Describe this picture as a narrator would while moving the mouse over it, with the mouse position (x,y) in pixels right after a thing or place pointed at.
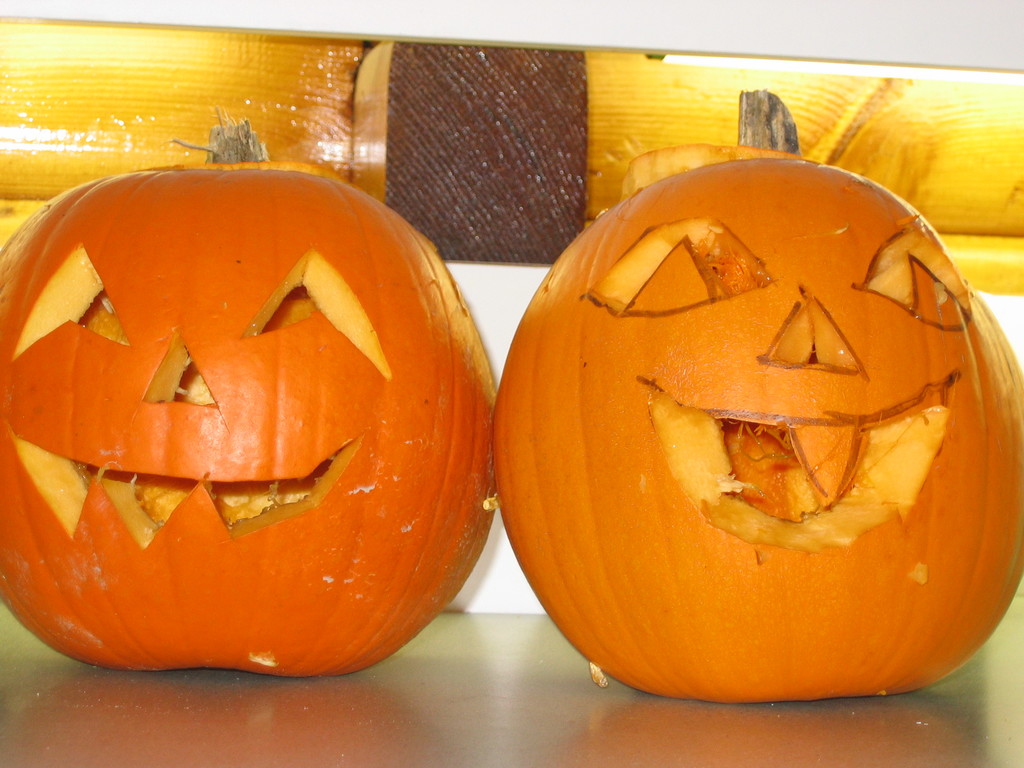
In this image, we can see carved pumpkins (451,469) placed on the table (446,686).
